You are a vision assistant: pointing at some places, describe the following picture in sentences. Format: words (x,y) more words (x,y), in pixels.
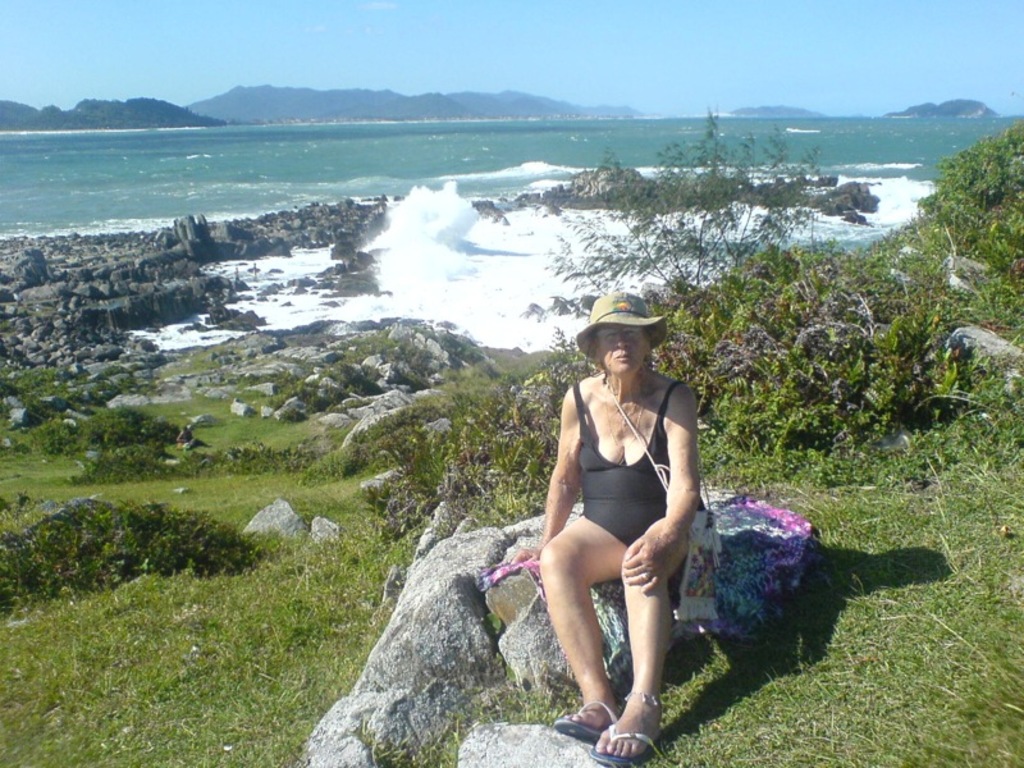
In the image there is an old woman (635,457) in a black swimsuit (621,530) sitting on rock (530,541) on a grass land (332,657) and plants (831,346) all over it, behind it there is ocean (286,182) with rocks (70,333) in front and in the back (953,100) there are hills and above is sky (542,83).
